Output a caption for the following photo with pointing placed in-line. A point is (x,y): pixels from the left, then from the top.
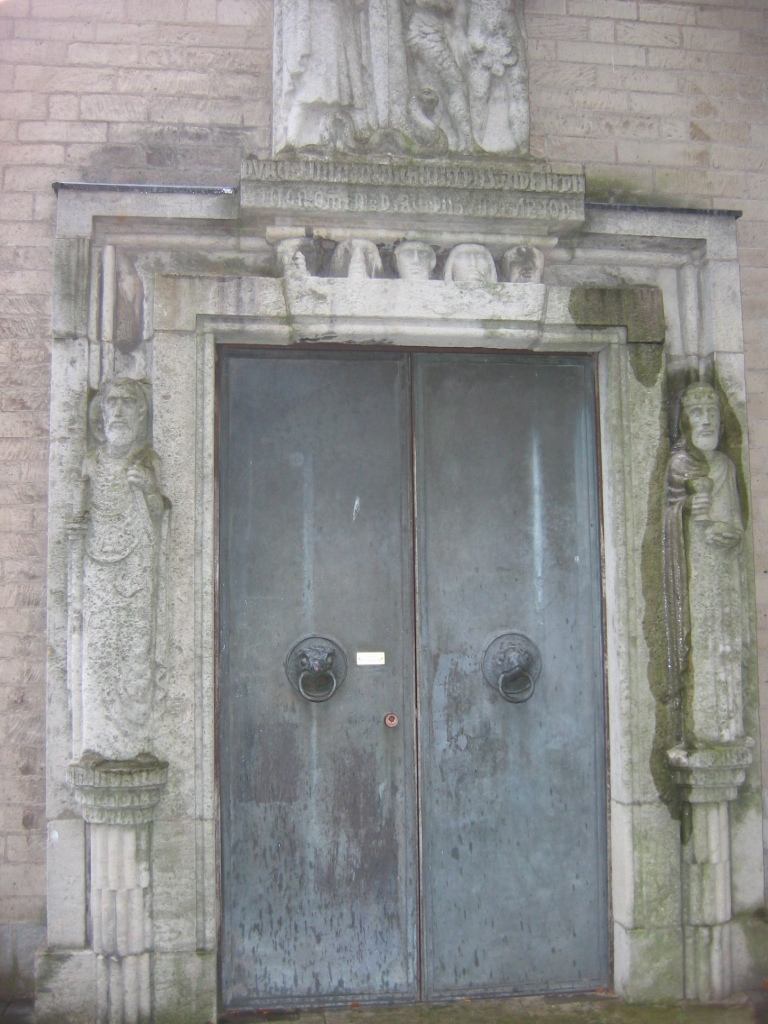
Here in this picture we can see the front door (301,506) of a building (183,451) present over there and on either side of it we can see walls (125,465) being carved over there.
